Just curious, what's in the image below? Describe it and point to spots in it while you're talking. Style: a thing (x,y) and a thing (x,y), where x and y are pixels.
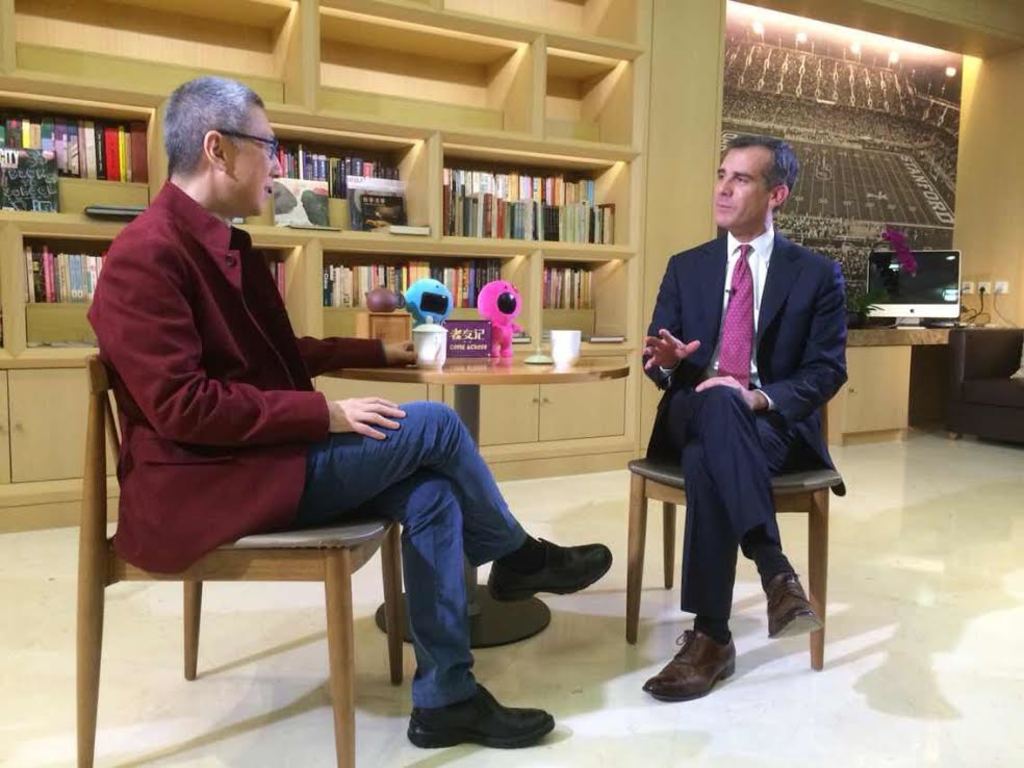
Two persons (262,408) sitting on chairs (654,497) and talking. In the background (345,93) there is a shelf (431,213). Inside the shelf (419,194) it is full of books (436,263). There is a table (516,360). On the table (512,373) there are toys (504,320), jug (436,344) and some other items (481,335). On the corner there is a TV (924,294). On the wall (974,280) there are sockets (965,289) and plugs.
